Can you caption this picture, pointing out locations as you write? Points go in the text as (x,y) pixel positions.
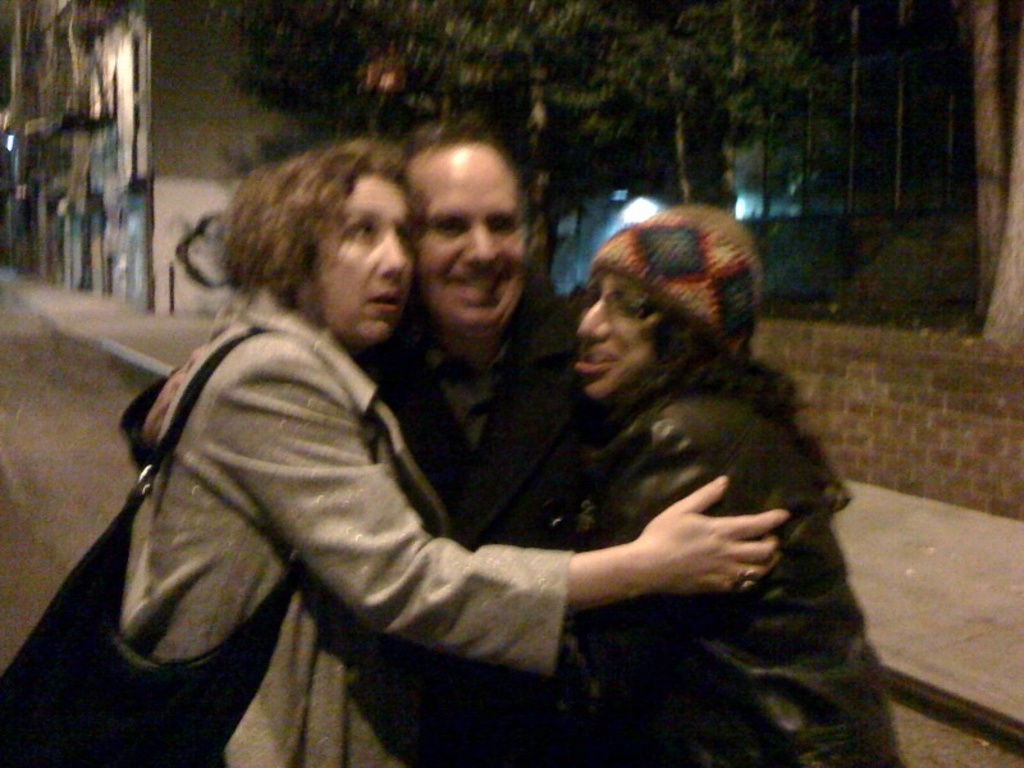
This picture is clicked outside. In the center (627,316) we can see the group of people (595,288) seems to be standing on the ground (5,562) and we can see a sling bag (85,673). In the background (371,103) we can see the trees (550,81), building (232,120) and some other objects (910,422).
